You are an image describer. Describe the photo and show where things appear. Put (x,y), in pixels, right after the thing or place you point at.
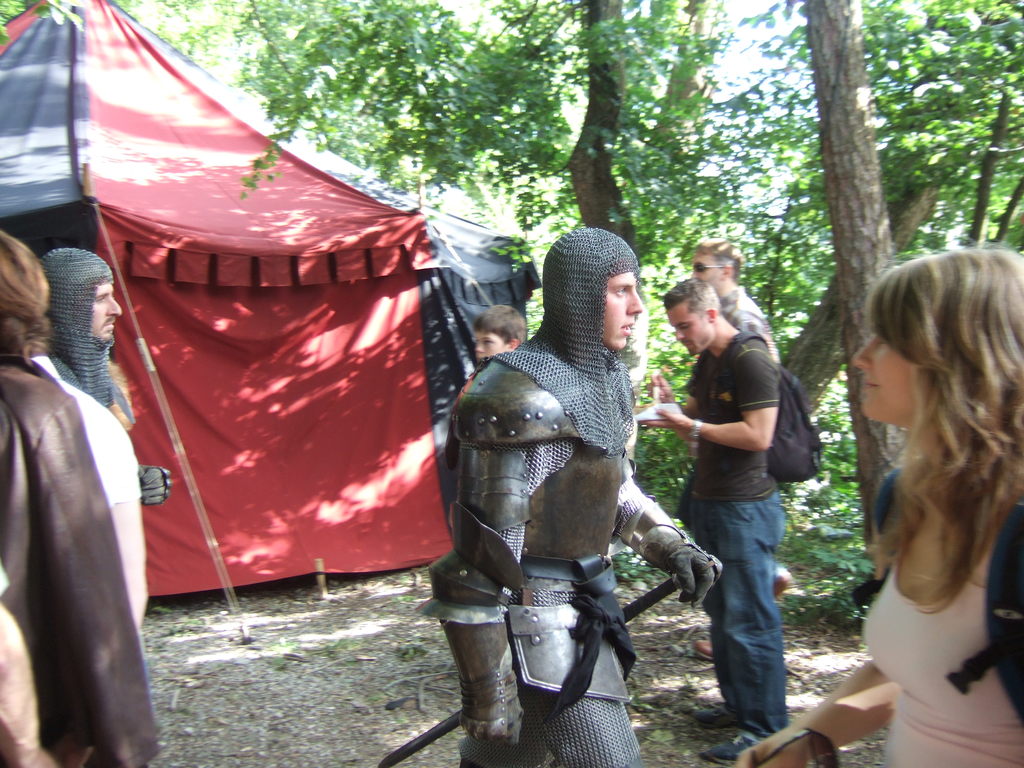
In the center (572,503) there is a man (520,482) with a costume (506,469). Also there are many other people (736,381). In the back (290,243) there is a tent (243,265) and trees (674,128). Also there is a person (766,459) wearing bag (783,448).
